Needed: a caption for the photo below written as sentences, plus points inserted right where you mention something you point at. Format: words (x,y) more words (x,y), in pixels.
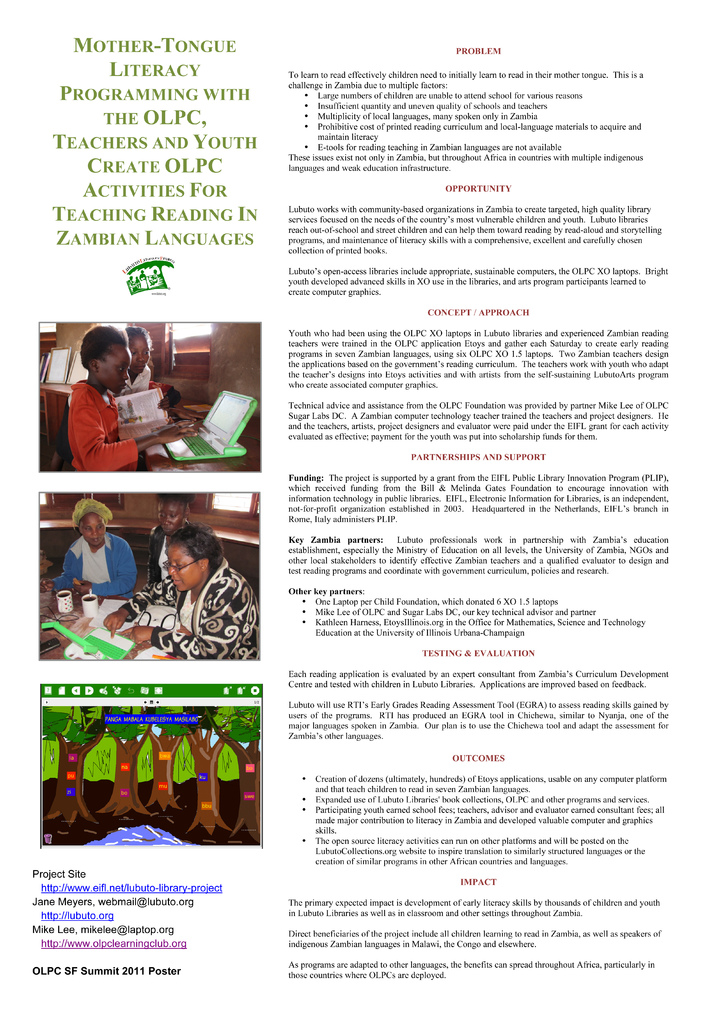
In this picture we can see a white color object (130,913) on which we can see the text (493,207) and the pictures (152,519) of group of persons (100,552) sitting and seems to be working and we can see the books (134,424), electronic devices (126,645), cups (90,613) and some other objects (166,622) are placed on the top of the tables (181,442) and we can see the pictures (171,804) of trees (160,774) and many other objects (194,352).
